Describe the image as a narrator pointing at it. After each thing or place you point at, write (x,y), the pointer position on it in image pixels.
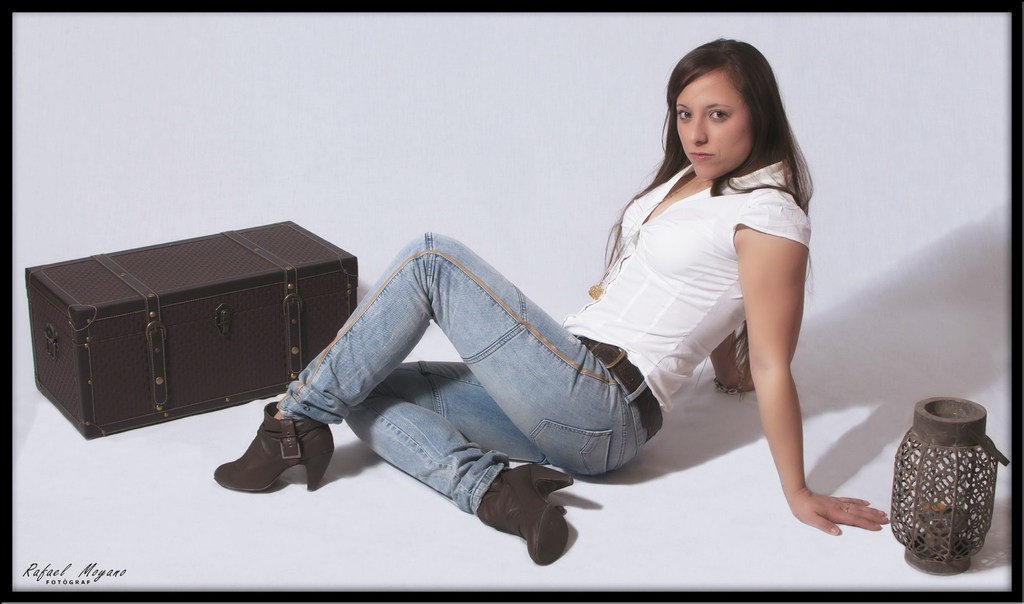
In this picture there is a woman (663,325) wearing white shirt (660,326) is sitting on the floor (847,548) and there is an object (963,485) in the right corner (961,480) and there is a box (217,298) in the left corner (199,301) and there is something written in the left bottom corner (68,576).
